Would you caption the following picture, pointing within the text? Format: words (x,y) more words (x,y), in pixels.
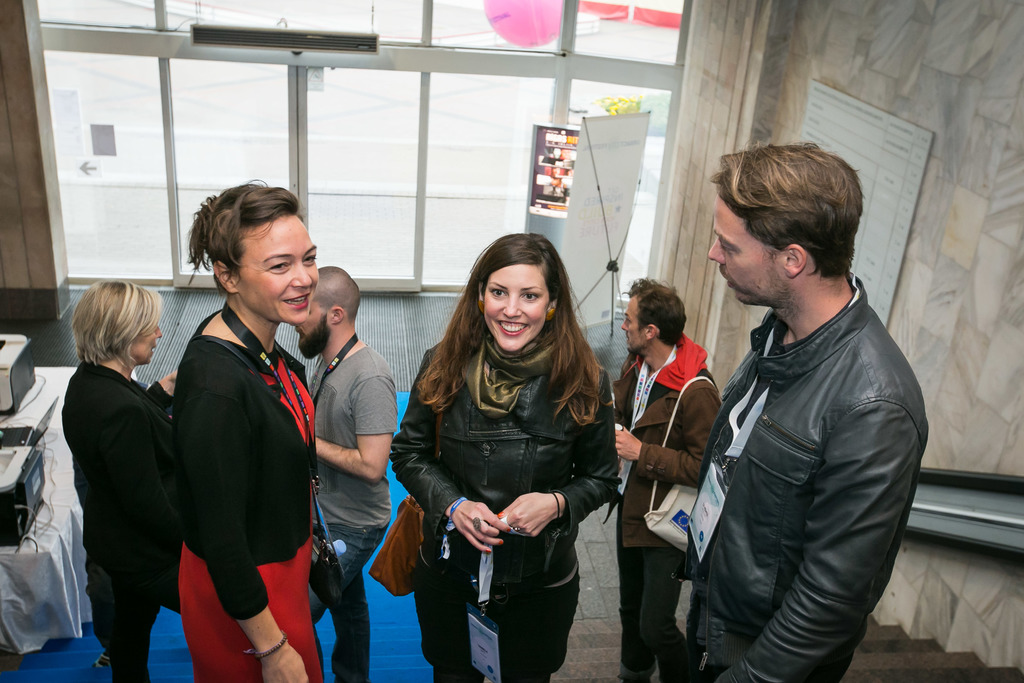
In this picture there are two girl (553,501) standing on the steps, smiling and talking. Beside there is a boy (732,473) wearing black jacket (785,507) is standing and listening to her. Behind there are two rolling banner (544,183). On the left side (12,517) there are two white color printers (22,450) on the table (2,419).
